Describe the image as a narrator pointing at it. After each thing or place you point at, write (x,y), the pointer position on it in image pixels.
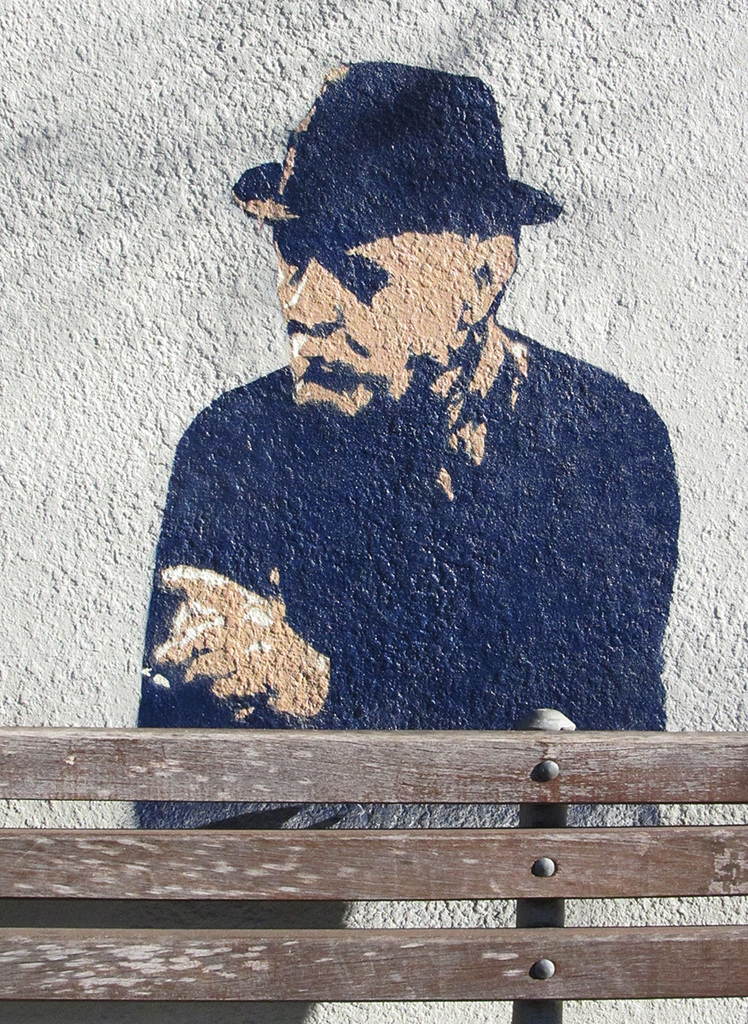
At the bottom of the picture (378,884), we see wooden sticks (287,853). It might be a wooden bench (481,930). Behind that, we see the painting (434,395) of the man (457,580), which is drawn on the white wall (173,256). This might be a graffiti (444,548).
